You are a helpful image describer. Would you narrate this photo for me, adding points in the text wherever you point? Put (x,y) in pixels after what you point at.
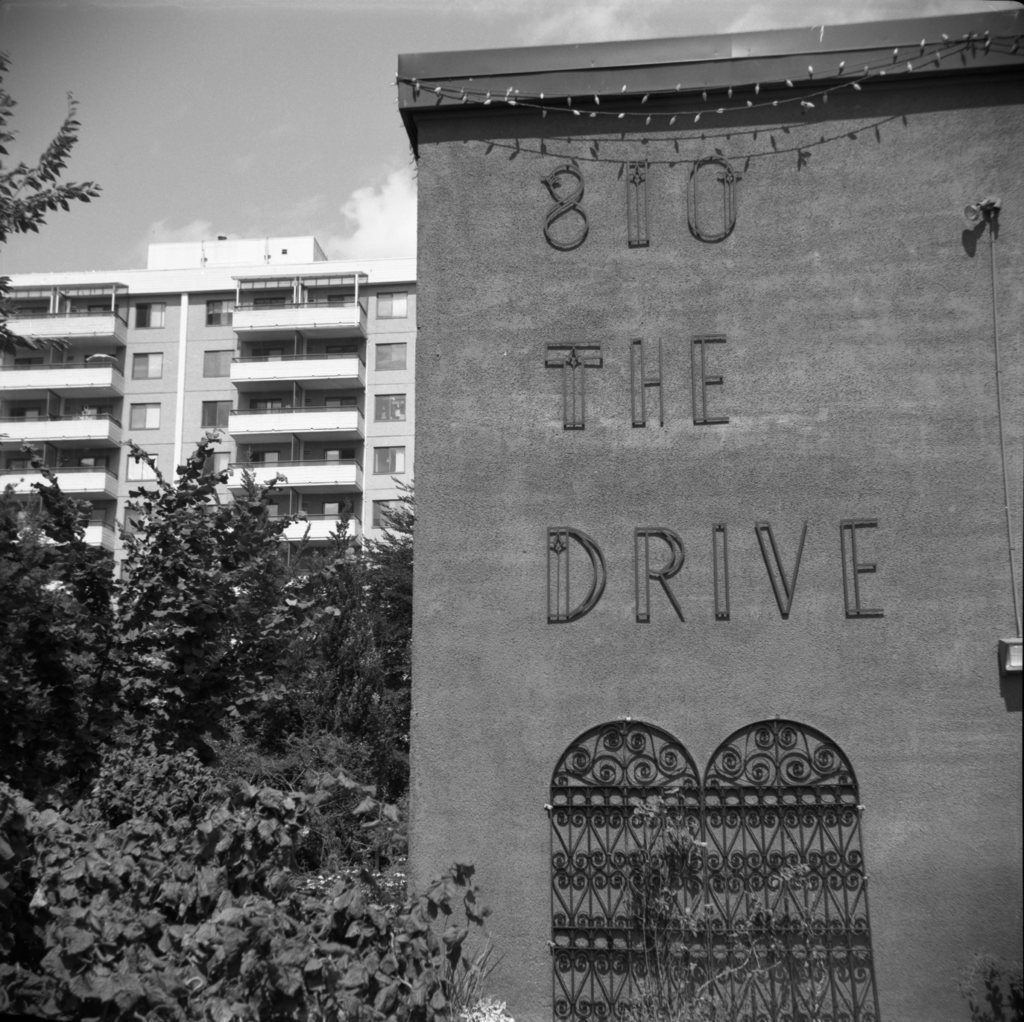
In this image there is a wall (519,1018) with some note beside that there are so many trees (337,886) and a building (303,464).
